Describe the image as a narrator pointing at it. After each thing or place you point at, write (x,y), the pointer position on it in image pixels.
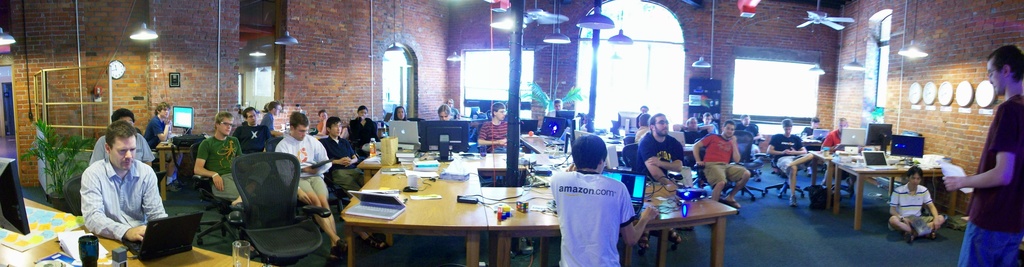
As we can see in the image, there is a brick wall (310,79), light (583,27), fan (827,21), few people (490,137) sitting on chairs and there are few tables (470,208). On table (484,201) there is a wire (460,197), laptop (395,203), mouse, cup (413,187) and papers (417,168).
